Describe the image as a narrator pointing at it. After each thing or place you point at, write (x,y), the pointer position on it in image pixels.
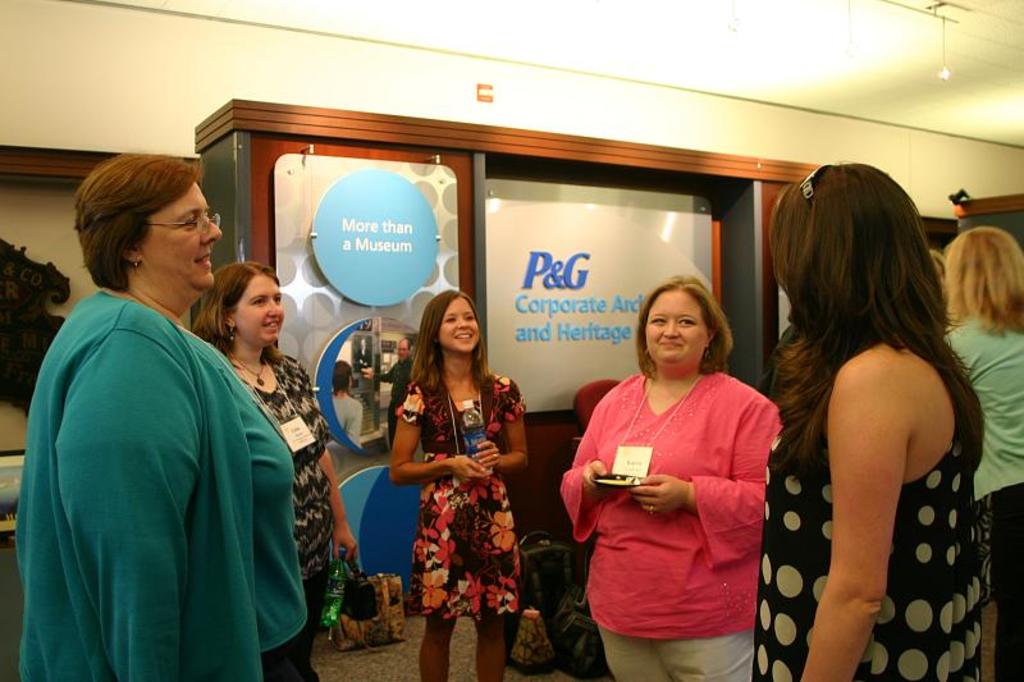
In this picture we can see there is a group of people (415,568) standing on the floor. Behind the people (290,377), there are boards (509,314), wall (91,11) and some objects (13,318).
